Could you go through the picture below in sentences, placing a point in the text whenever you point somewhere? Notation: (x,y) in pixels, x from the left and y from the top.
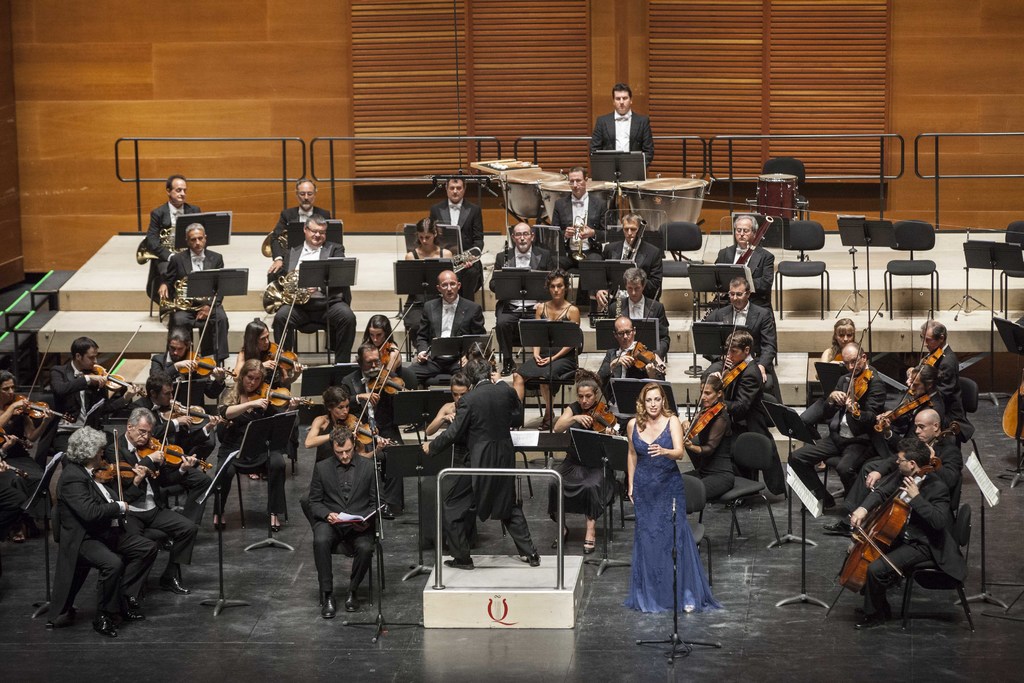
In this picture we can see a group of people (354,410) sitting on chairs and holding violins (302,362) in their hands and playing it and at back of them man (617,130) standing and in front (655,475) woman (652,455) standing and in background (260,57) we can see wall (407,97), fence (323,163).
